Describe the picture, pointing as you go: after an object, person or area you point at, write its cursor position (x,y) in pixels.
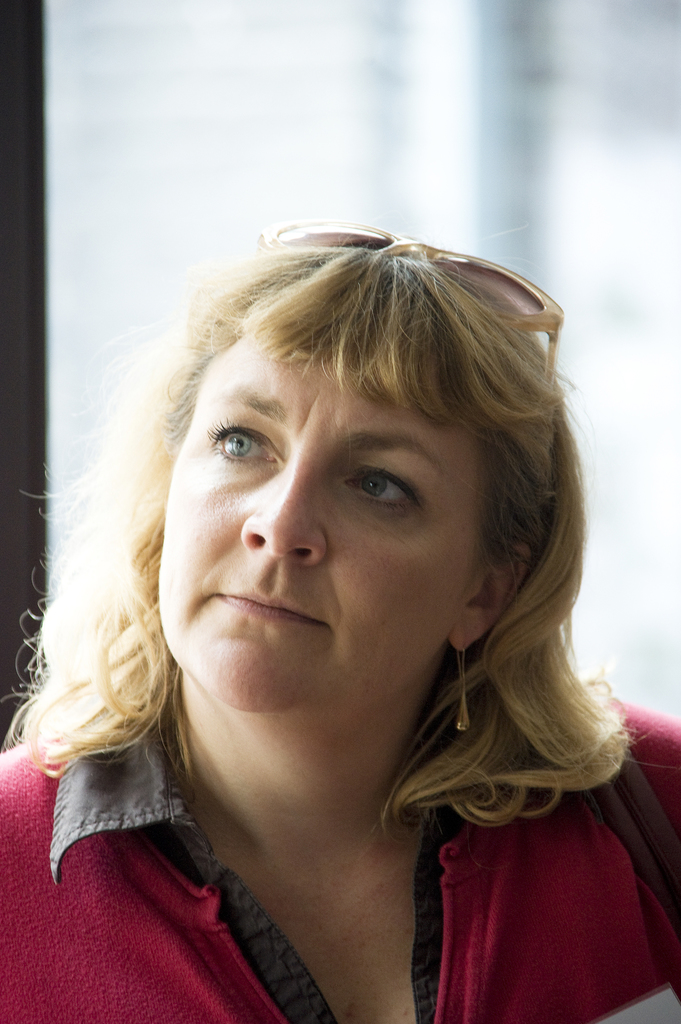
There is a woman (92,925) wearing pink dress (107,962) and there are goggles (429,253) on her head (407,286).
